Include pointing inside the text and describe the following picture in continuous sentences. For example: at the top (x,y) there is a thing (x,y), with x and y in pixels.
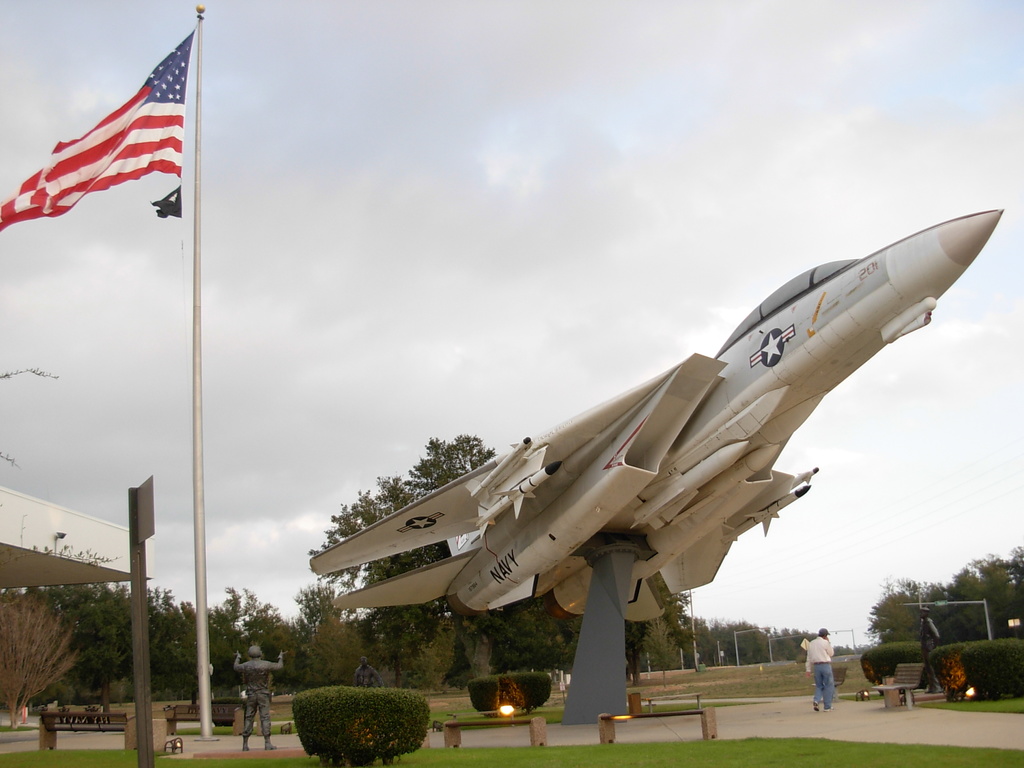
There are people (821,685) and we can see airplane (556,585), pole (598,672), flag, plants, grass (184,733) and lights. In the background (171,627) we can see trees (662,666), rods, poles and sky (283,289).
